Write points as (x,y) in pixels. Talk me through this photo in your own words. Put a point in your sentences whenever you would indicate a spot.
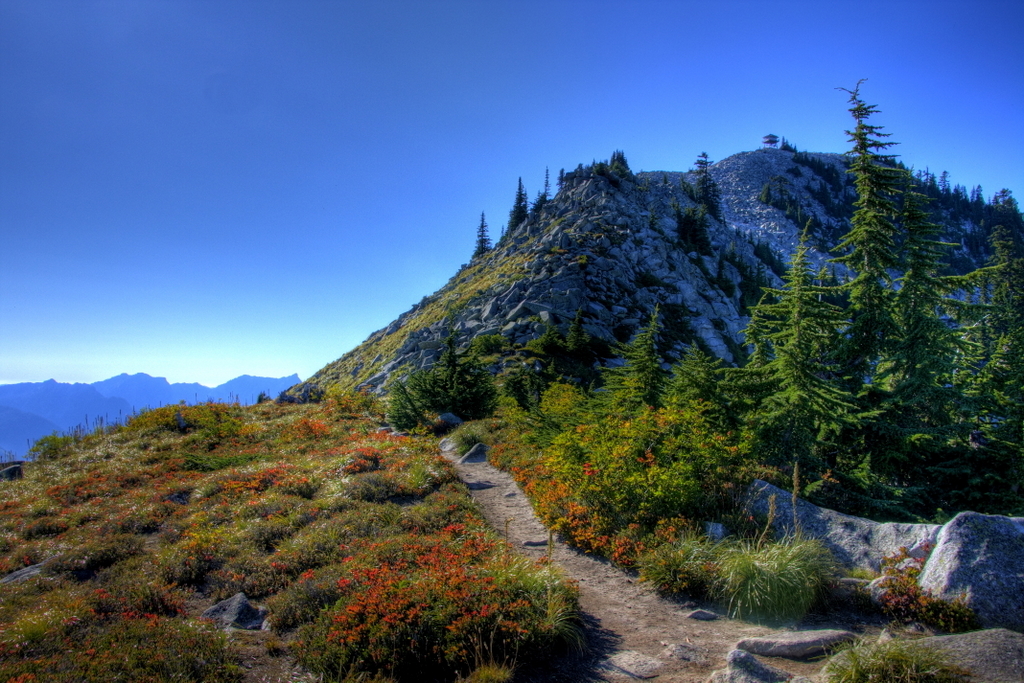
In this image we can see small plants (396,577), shrubs (581,429), grass (778,577), the way (672,662), rocks (496,314), hills (566,292) and the blue color sky (317,348) in the background (335,259).
